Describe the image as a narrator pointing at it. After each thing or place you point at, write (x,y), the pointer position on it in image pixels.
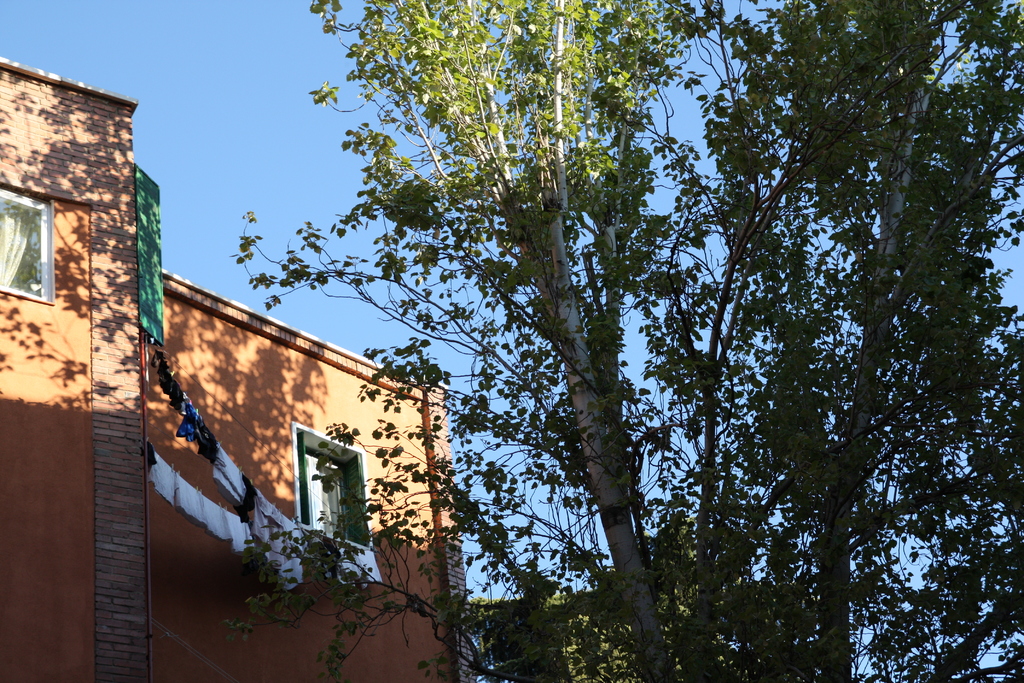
In this image we can see a building (403,411) with windows (308,526). We can also see some clothes (263,518) hanged on the ropes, a tree (556,511) and the sky (207,92).
